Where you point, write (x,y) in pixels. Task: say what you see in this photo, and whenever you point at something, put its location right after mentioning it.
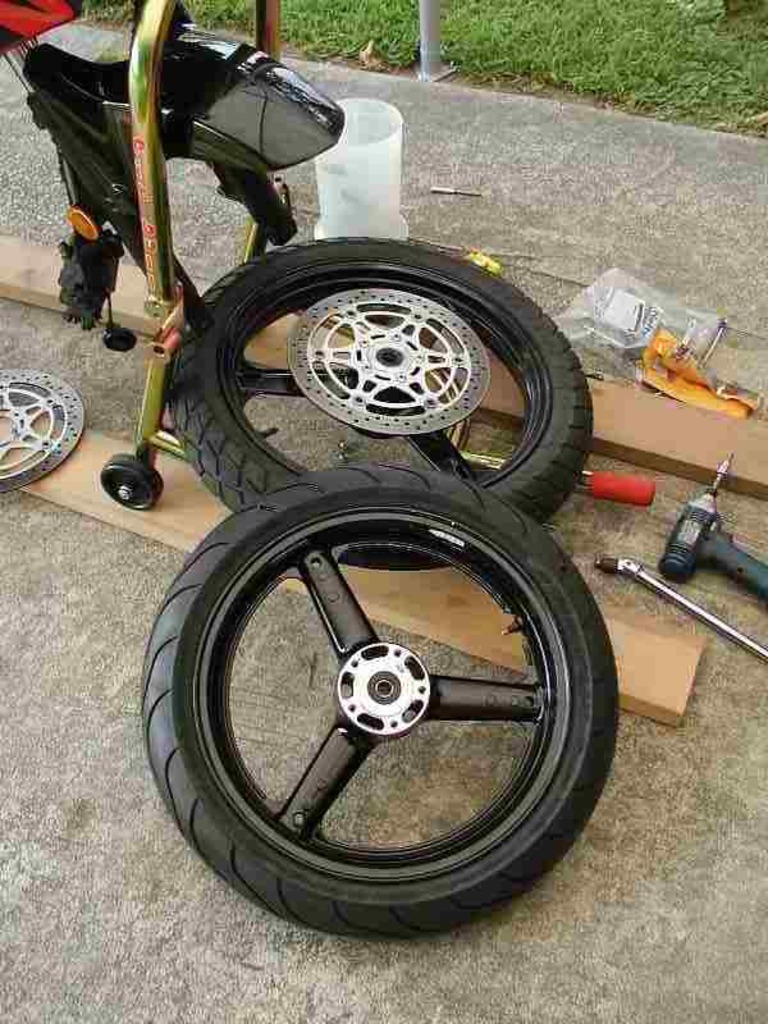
In this picture we can see tyres (235,558), wooden planks (175,514), tools (648,487), polythene cover (628,337) and some objects (664,372) and in the background (296,3) we can see the grass (527,60).
